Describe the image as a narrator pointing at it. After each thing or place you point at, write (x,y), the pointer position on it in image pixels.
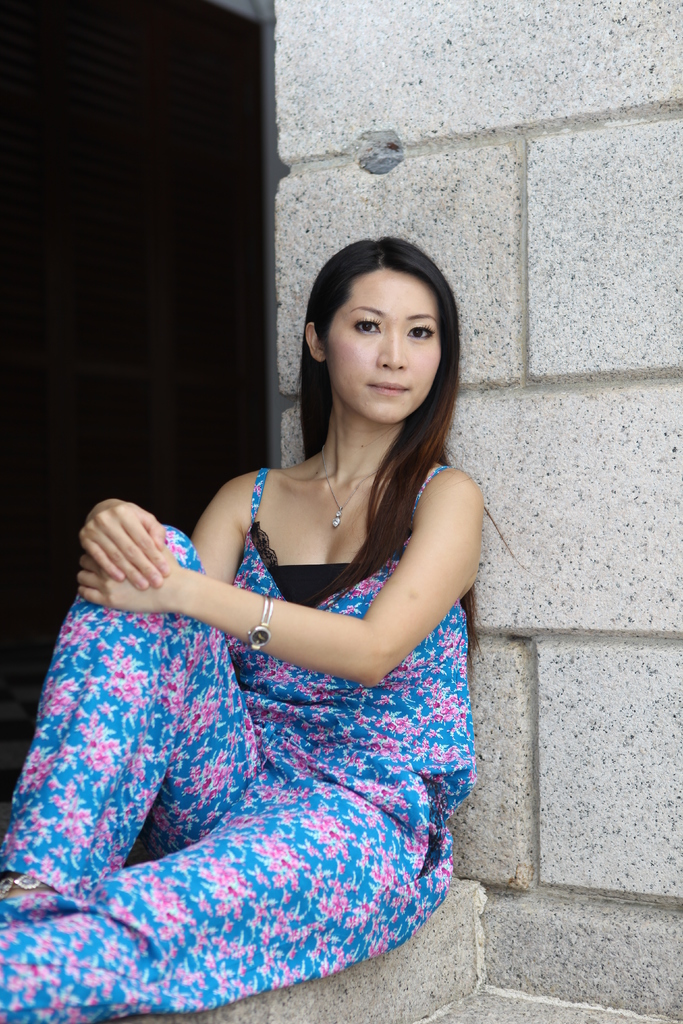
In the image we can see there is a woman (358,604) sitting on the step (391,1009) and behind there is a wall (585,530).
